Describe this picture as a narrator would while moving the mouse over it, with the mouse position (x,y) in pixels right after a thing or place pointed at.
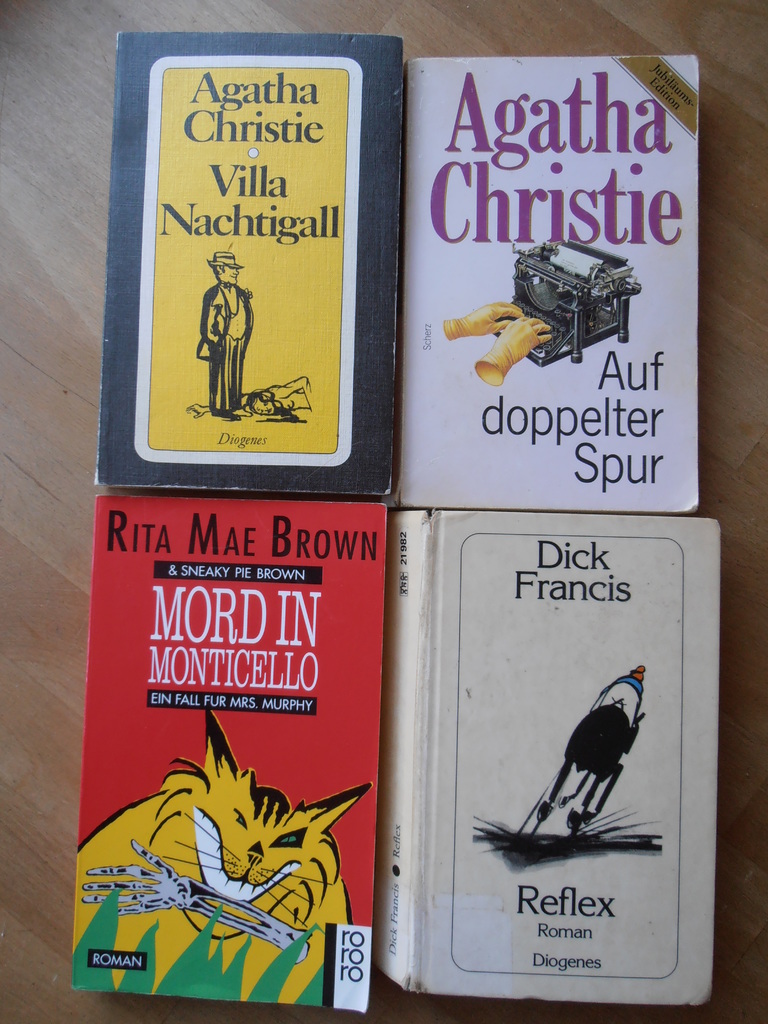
In this image there are books (365,326) on the table (668,35). On the books (375,335) there are images (465,317) and some text (313,610). Left top there is a book (282,390) having a picture (227,326) of a person (239,330). Right top there is a book (550,404) having an image (517,349) of a machine (608,263) and gloves (503,338).
